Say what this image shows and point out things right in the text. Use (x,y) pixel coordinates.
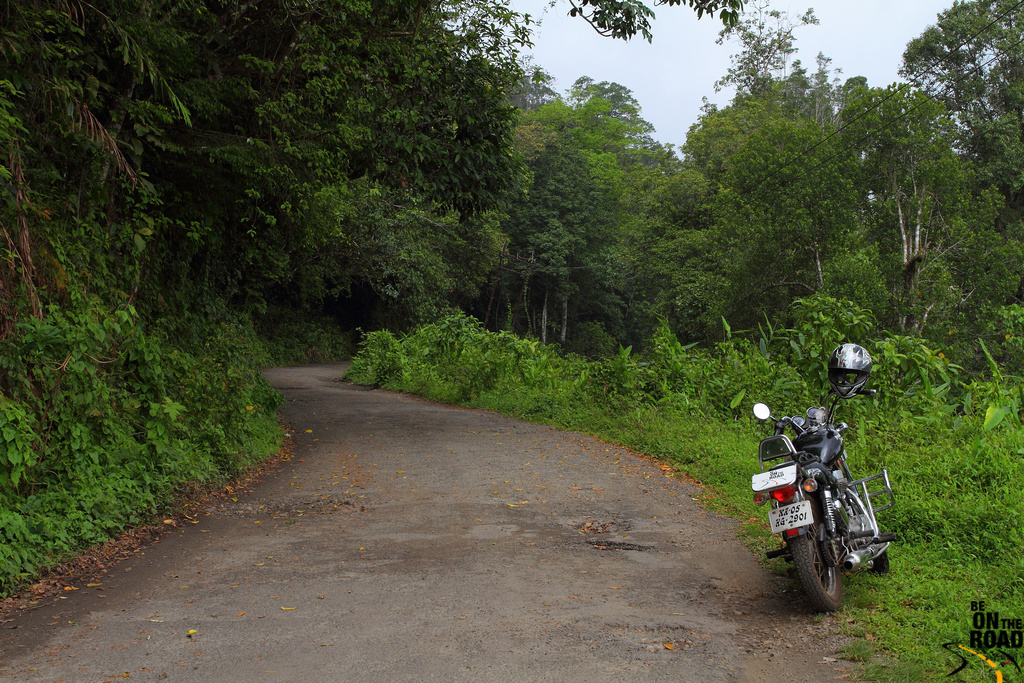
In this picture we can see a bike (783,495), grass (886,630), road (447,494), plants (36,336), and trees (624,185). In the background (681,73) there is sky (793,56). At the bottom of the picture (979,669) we can see a watermark (951,647).
